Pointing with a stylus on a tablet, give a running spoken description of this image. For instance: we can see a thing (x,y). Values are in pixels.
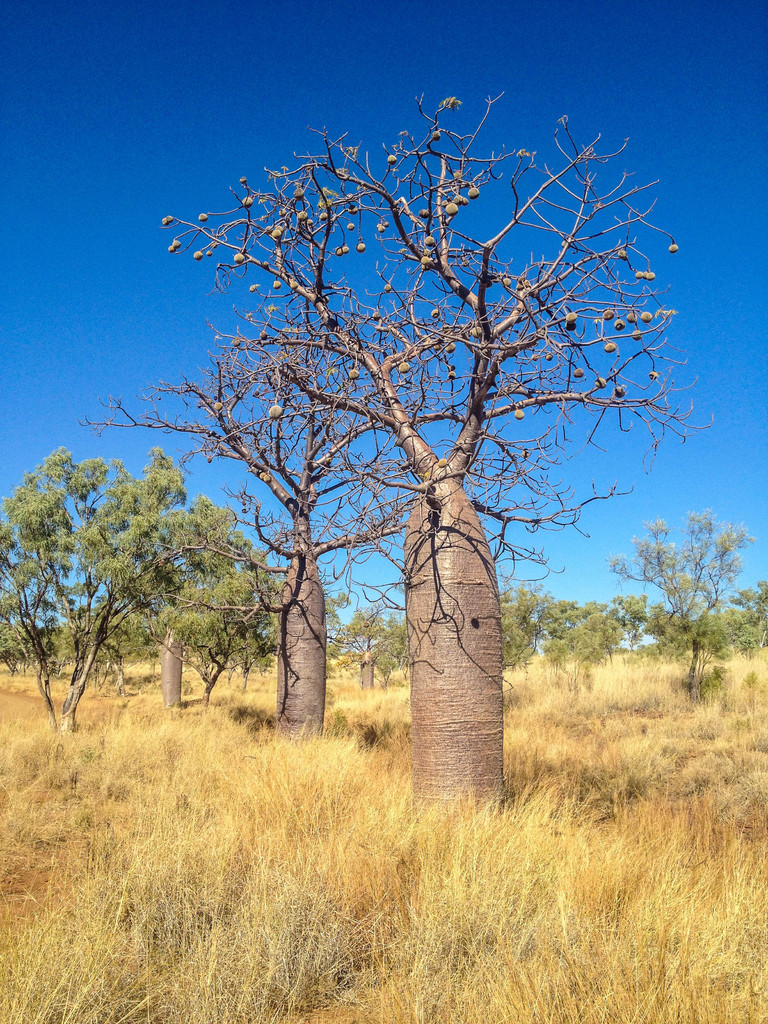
In the center of the image (385,531) there are trees (269,650). At the bottom (333,914) there is grass (286,843). In the background (207,42) there is sky (412,167).
